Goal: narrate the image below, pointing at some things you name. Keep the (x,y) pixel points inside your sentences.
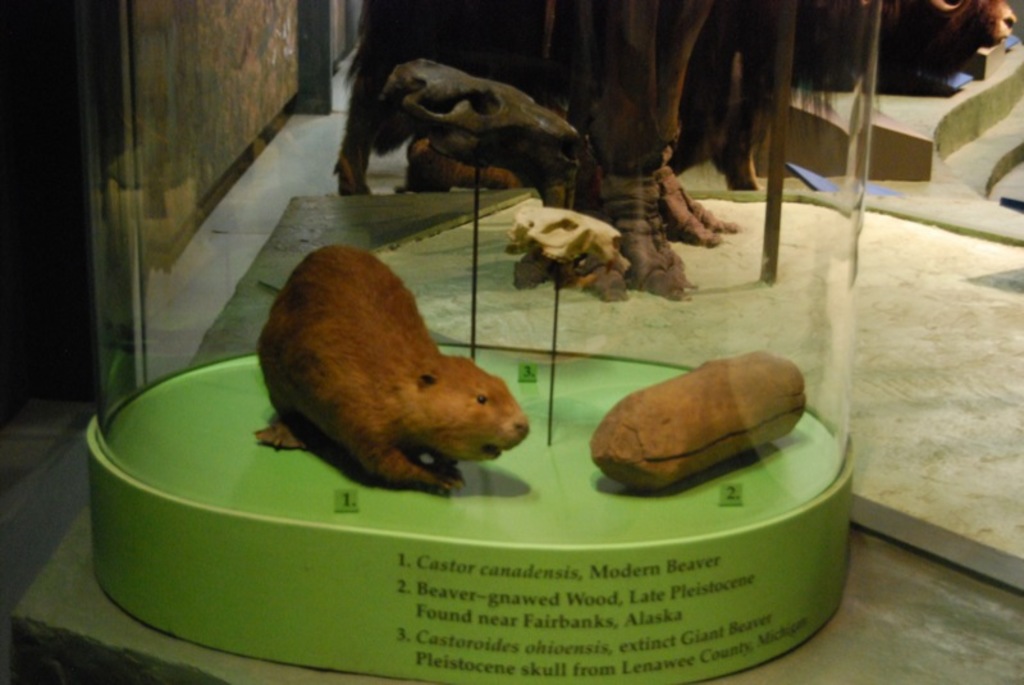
In this image I can see an animal (261,357) visible on green color box (356,482) and at the top (507,118) I can see sculpture (771,52), animals (853,40) and on the box (674,490) I can see text (464,607).
